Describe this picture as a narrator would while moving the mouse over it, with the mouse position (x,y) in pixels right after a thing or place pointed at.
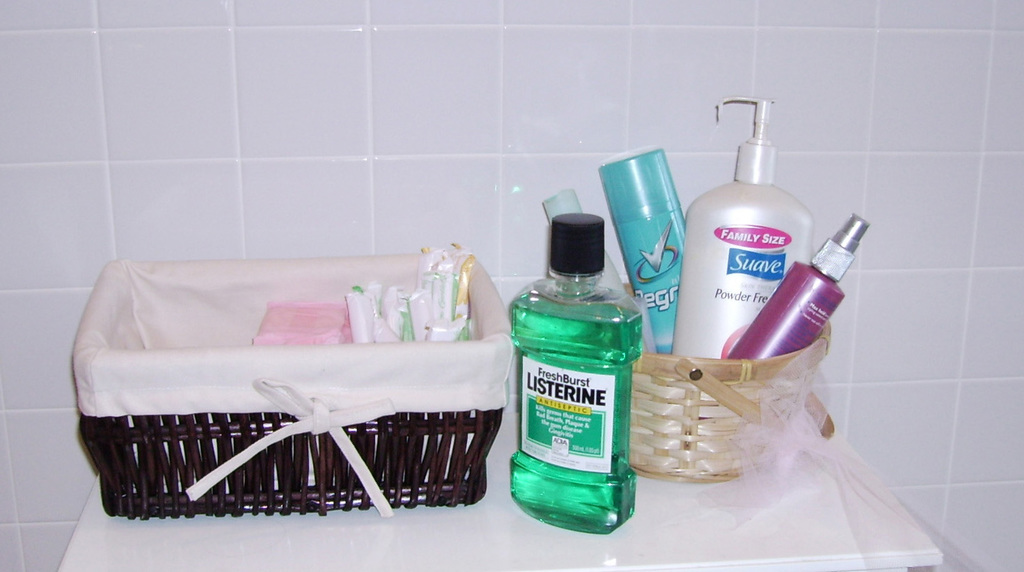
In this picture we can see some bottles (805,305), and baskets (393,482) on the table (239,528). And this is the wall (398,118).
